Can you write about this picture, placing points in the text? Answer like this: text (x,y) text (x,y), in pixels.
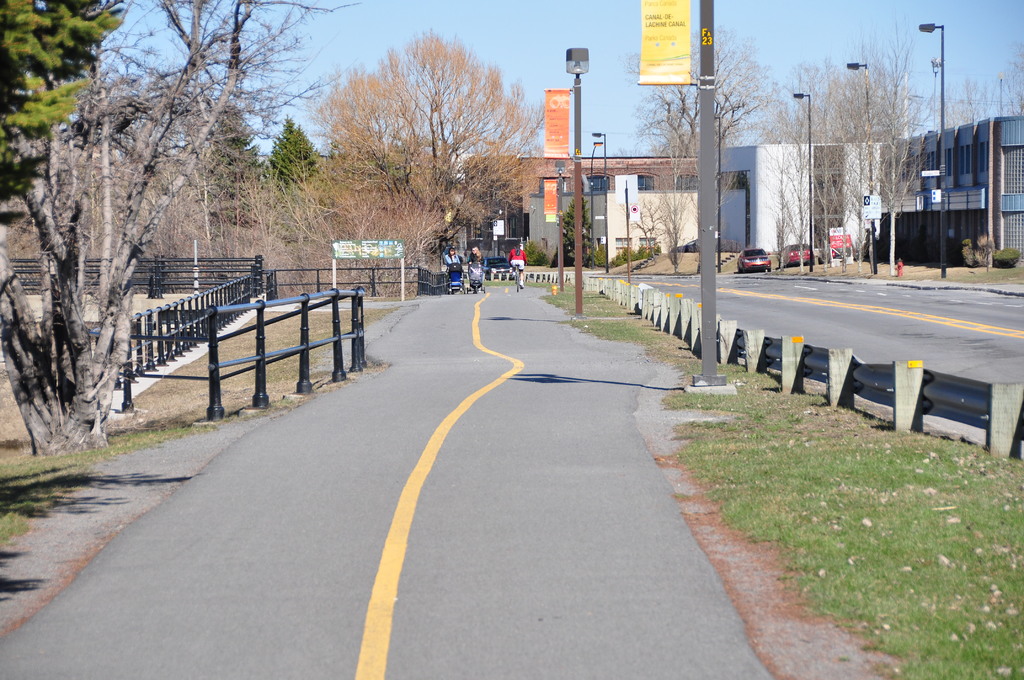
In this picture, there is a road (527,450) in the center (375,447). On the road (433,310), there are two women (475,251) holding baby vehicles (455,278). Beside them there is a person (525,265) riding bicycle (517,277). Towards the right (856,344), there is another road (805,308). In between the roads (505,335), there is a fence (667,316) and poles (579,243). Towards the right (863,173), there are buildings (902,212), trees (793,190), poles (941,178) and vehicles (494,259). Towards the left (202,190), there are trees (124,203) and a fence (239,269). On the top (526,32), there is a sky (527,18).
